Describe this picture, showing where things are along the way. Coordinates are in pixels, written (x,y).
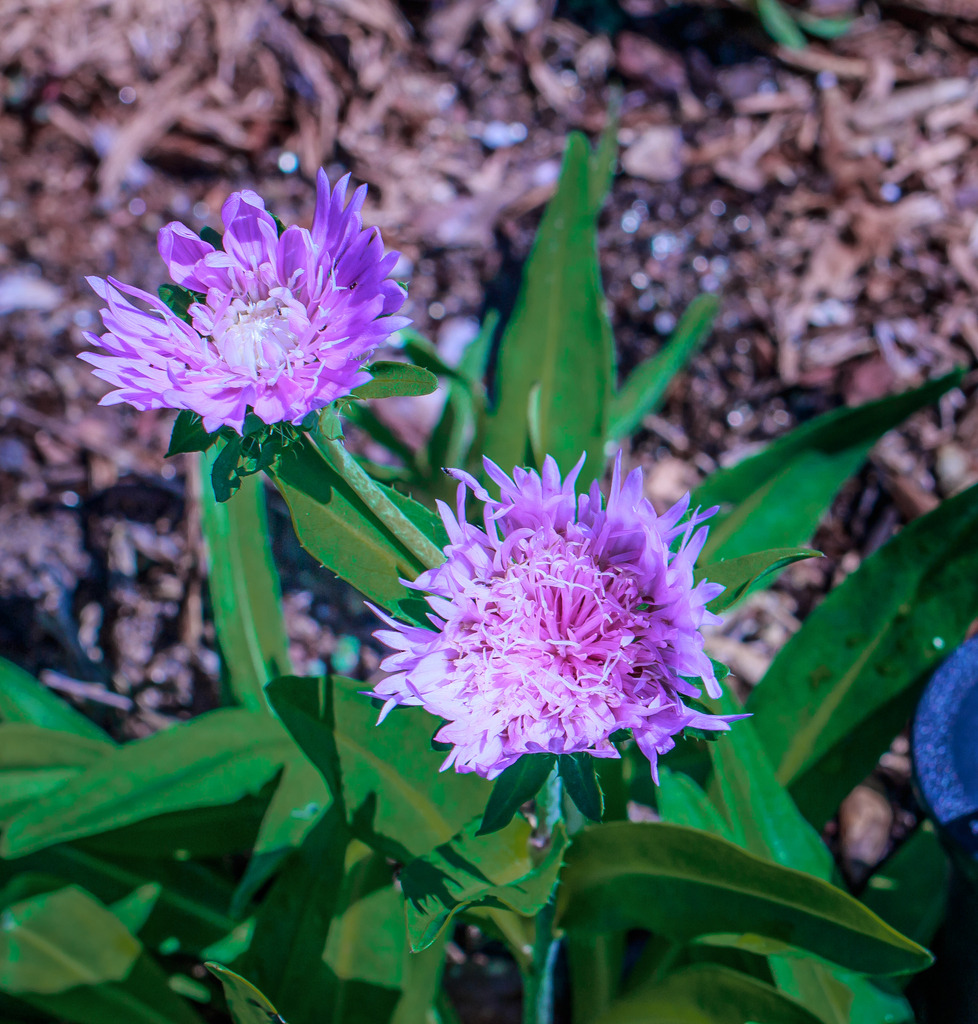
In this image I can see flowers (490,678). There are leaves (57,789) and the background (95,257) is blurry.
